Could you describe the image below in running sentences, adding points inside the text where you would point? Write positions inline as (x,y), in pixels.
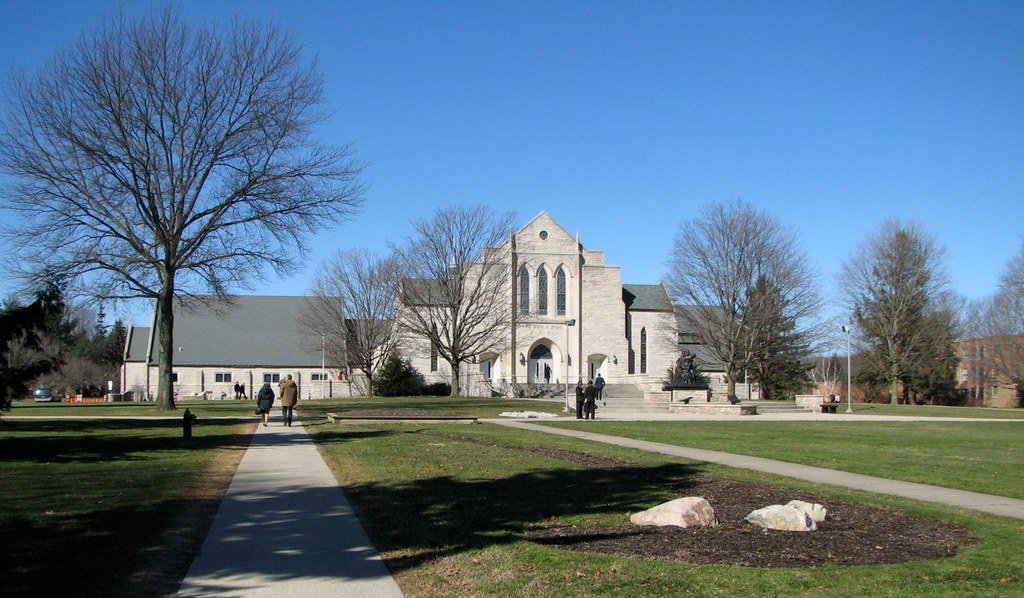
In this image there is a building (546,310) in the middle (548,301). At the top (507,83) there is the sky (496,111). In front of the building (581,360) there is a garden (515,432). On the left side (270,483) there is a path (282,474) on which there are few people (284,399) walking on it. There are trees (16,331) on either side of the building (652,311). At the bottom (693,508) there are stones (774,511).
